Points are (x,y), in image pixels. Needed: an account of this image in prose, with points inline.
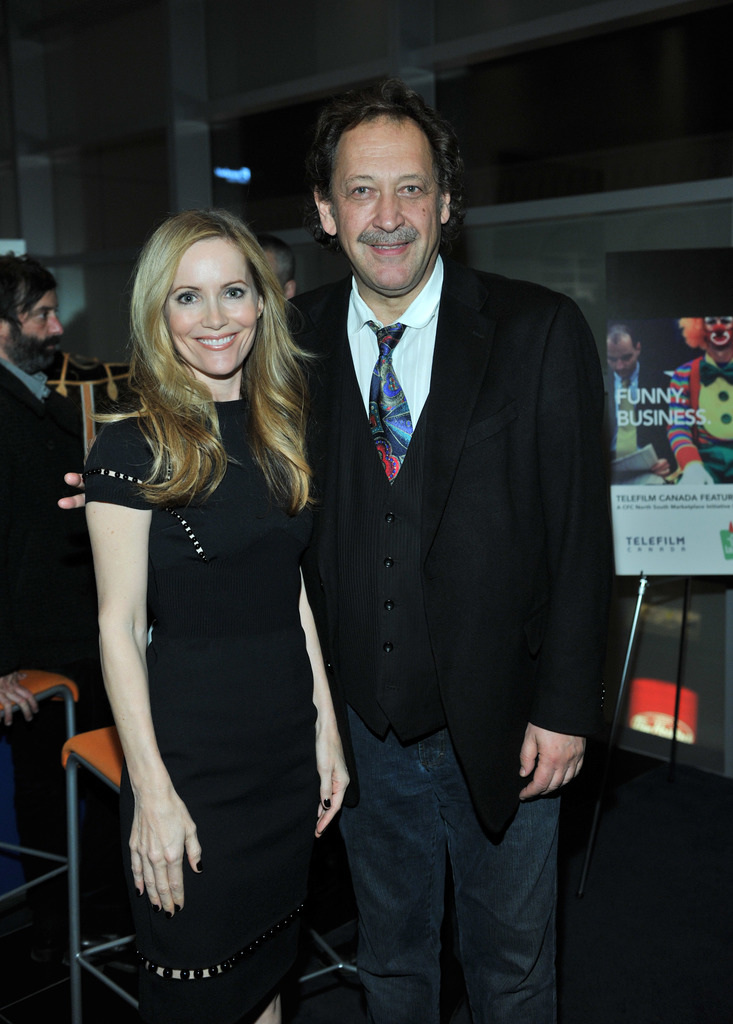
In the image there is a man (392,135) with black suit (472,504) and white shirt (402,362) standing beside a woman (226,430) in black dress (279,801), she had blond hair (185,389), on the right side (704,557) there is a banner (648,383) behind them there are few persons (17,536) standing, this seems to be clicked inside a building (42,131).
